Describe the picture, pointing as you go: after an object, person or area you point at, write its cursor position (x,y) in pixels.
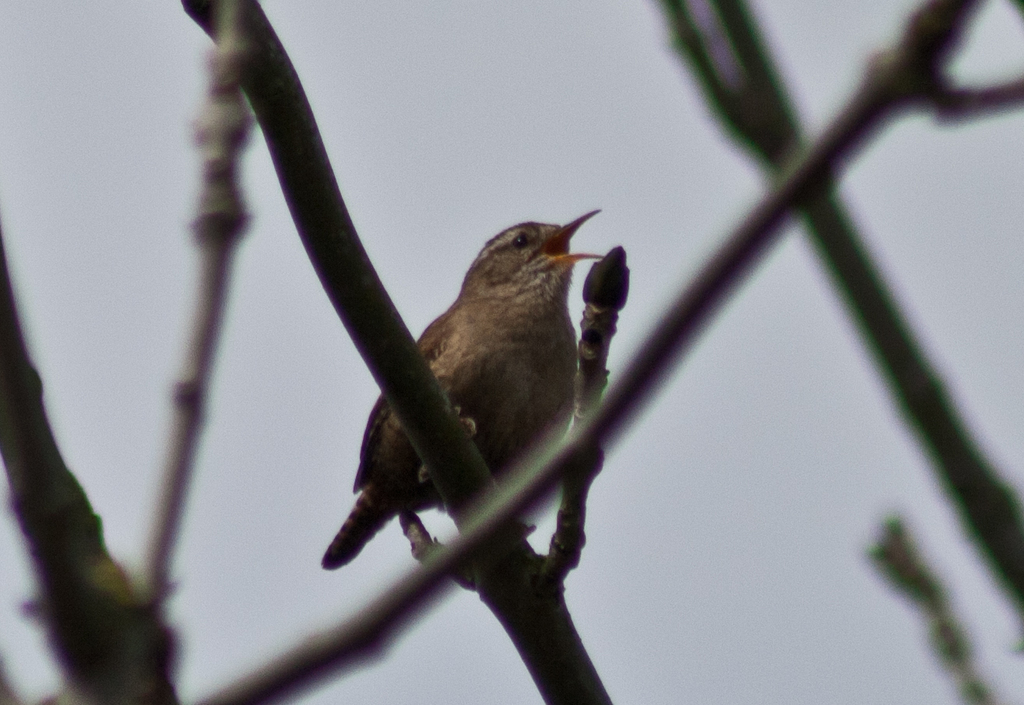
In this picture, we can see a bird (490,406) is standing on the branch (459,484) and behind the bird (463,376) there is a sky (568,132).
